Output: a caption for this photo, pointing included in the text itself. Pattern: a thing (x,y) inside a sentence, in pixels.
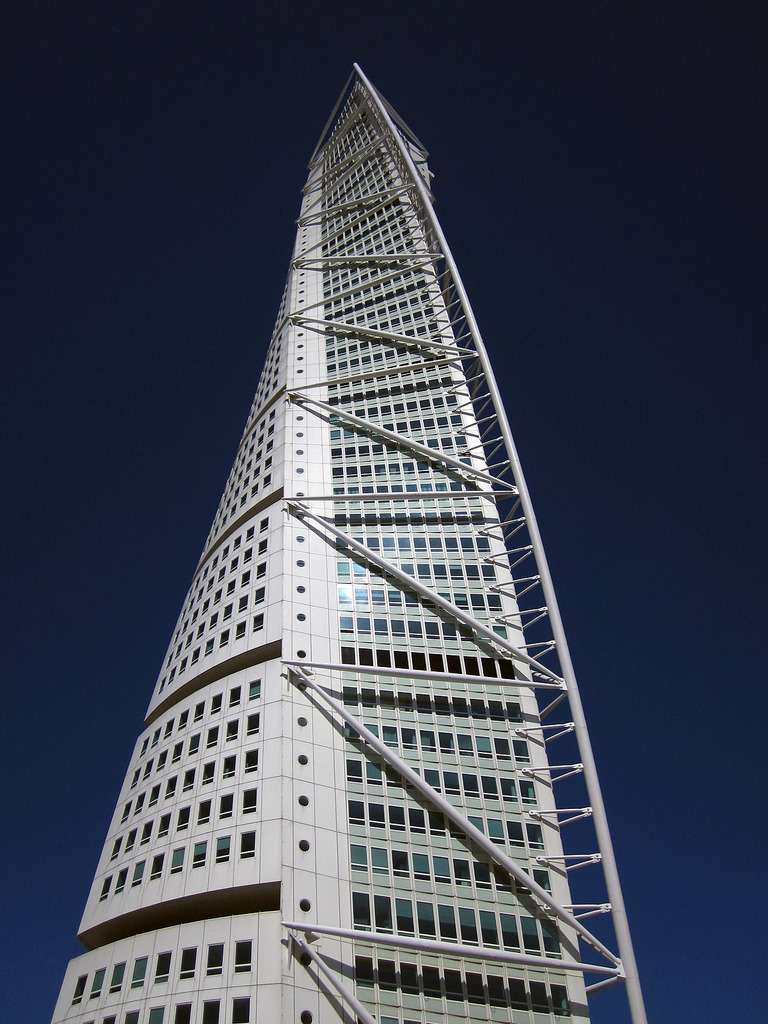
In the center of the picture (260,557) there is a skyscraper (252,617). In the background (73,687) it is sky (675,573).
